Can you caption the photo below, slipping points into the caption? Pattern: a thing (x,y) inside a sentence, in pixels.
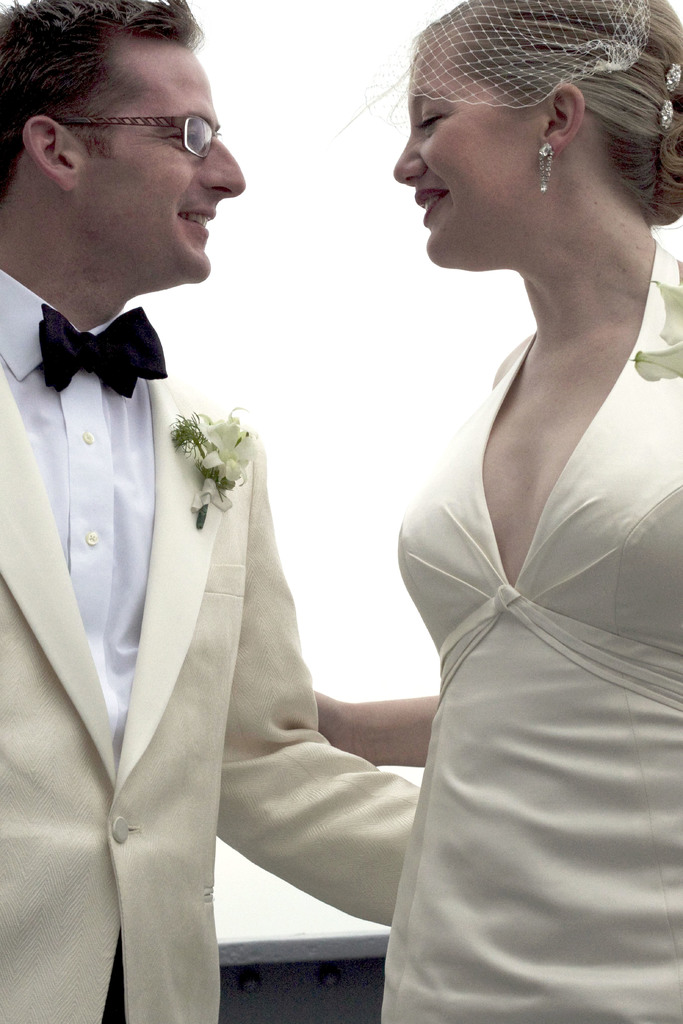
In this picture we can see a man (157,691) wearing cream color suit (157,691) and white shirt (135,486) holding a bride (548,617) who is wearing cream color top (582,806). Behind we can see white color background (388,444).
